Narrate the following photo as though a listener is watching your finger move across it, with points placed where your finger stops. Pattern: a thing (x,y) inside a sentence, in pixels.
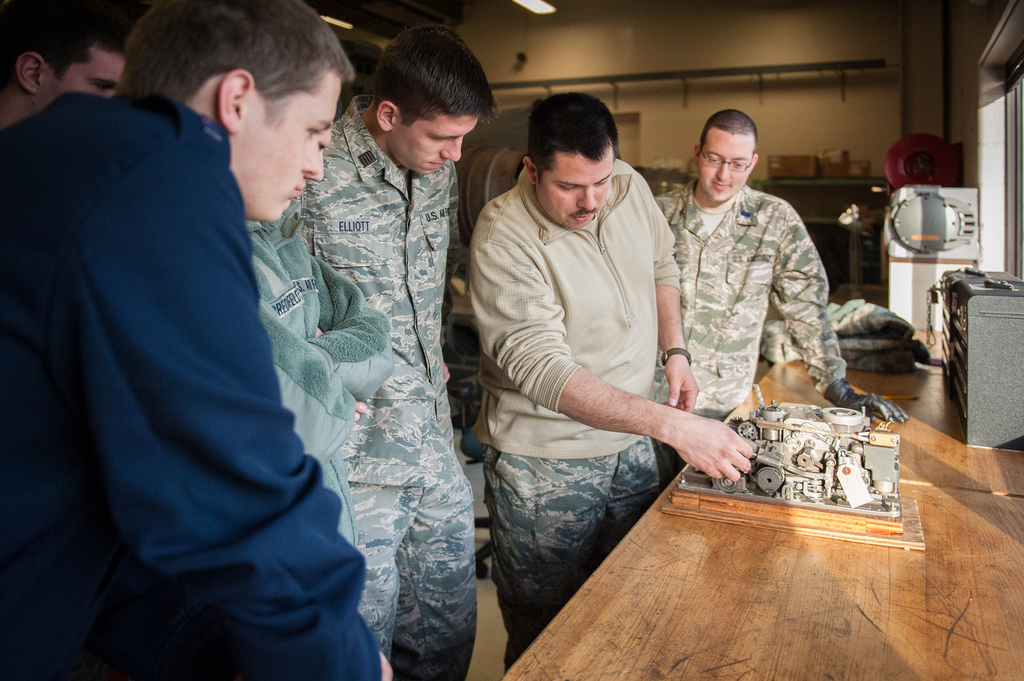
In this picture there are many people (488,305) standing in uniforms (698,278). On the right (1018,610) there is a table (951,540), on the table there is a design (756,463). A man (676,423) in a pullover (565,324) is explaining something using the design (768,452). On the top right (833,218) there is a closet (828,199) and boxes (803,165) and there are some machines (925,218). In the background (666,25) there is a wall (604,39) on the top (548,8) there are lights (531,9). In the center (475,449) there is a chair (475,449).
